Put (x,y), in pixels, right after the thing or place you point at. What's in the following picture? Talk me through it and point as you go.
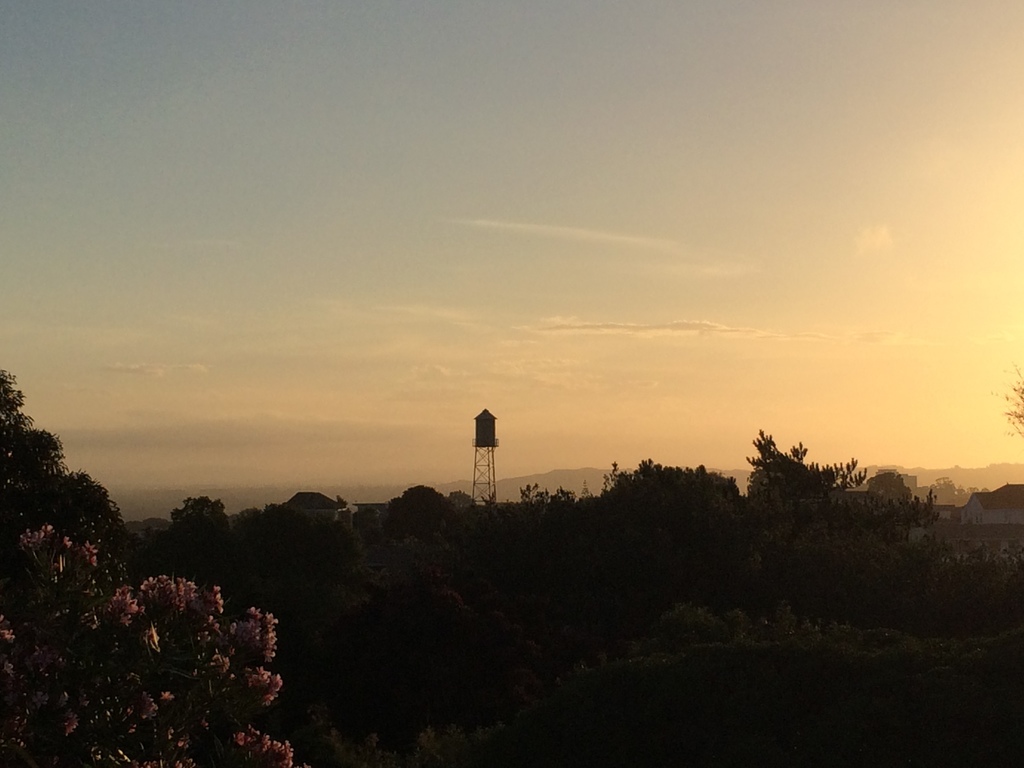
This picture is dark, we can see trees (993,611). In the background (520,448) we can see tower (490,475) and sky (710,346) with clouds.
